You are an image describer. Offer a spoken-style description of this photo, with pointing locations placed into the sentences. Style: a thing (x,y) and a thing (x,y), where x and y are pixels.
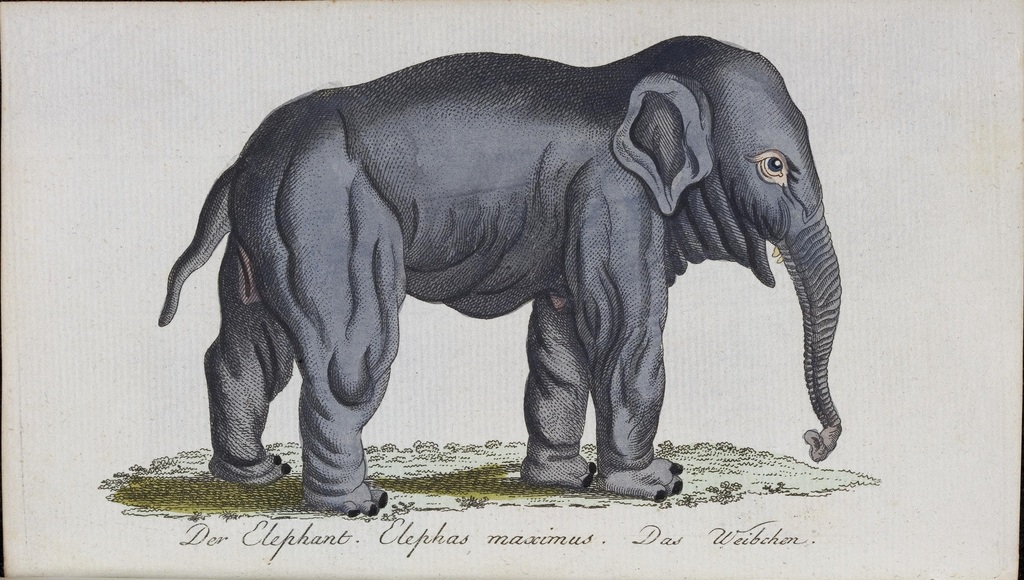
This looks like a paper (156,451). There is an elephant (288,174) in the middle (567,356). It is in black color.
